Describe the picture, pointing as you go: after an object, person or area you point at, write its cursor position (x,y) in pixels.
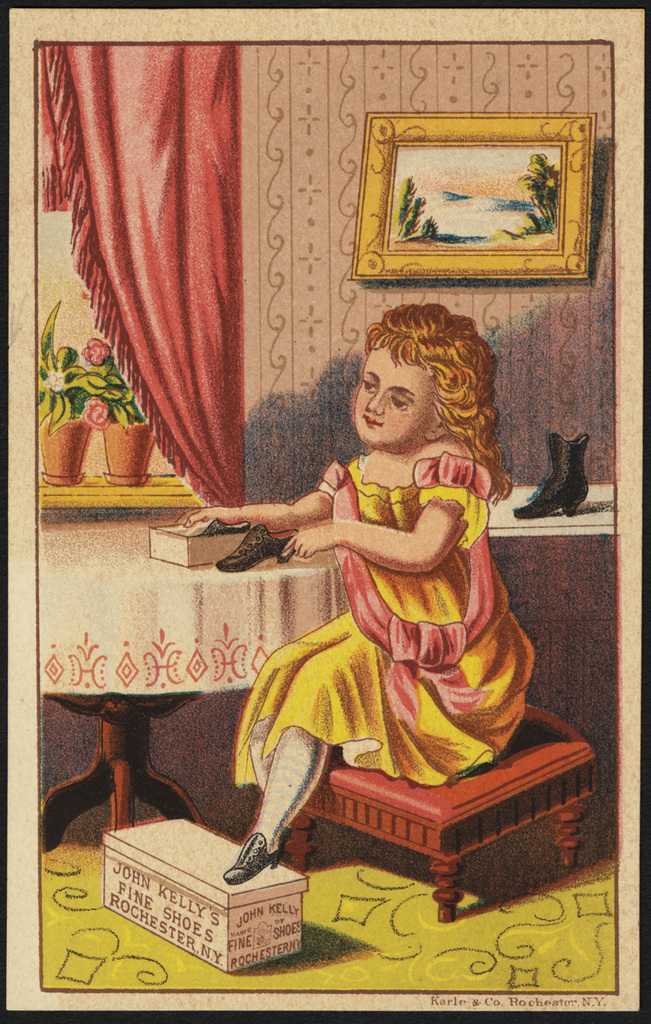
In the picture we can see a painting (279,756) of a girl child (279,756) sitting on the stool (373,778) and keeping her leg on the box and near to her we can see a table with a tablecloth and on it we can see a box (219,552) with a shoe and the girl (394,767) is holding another shoe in the hand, in the background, we can see a wall (610,381) with a photo frame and beside it, we can see a window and some plants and curtain (114,228) to the window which is red in color and under the photo frame (517,251) we can see another table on it we can see a shoe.
